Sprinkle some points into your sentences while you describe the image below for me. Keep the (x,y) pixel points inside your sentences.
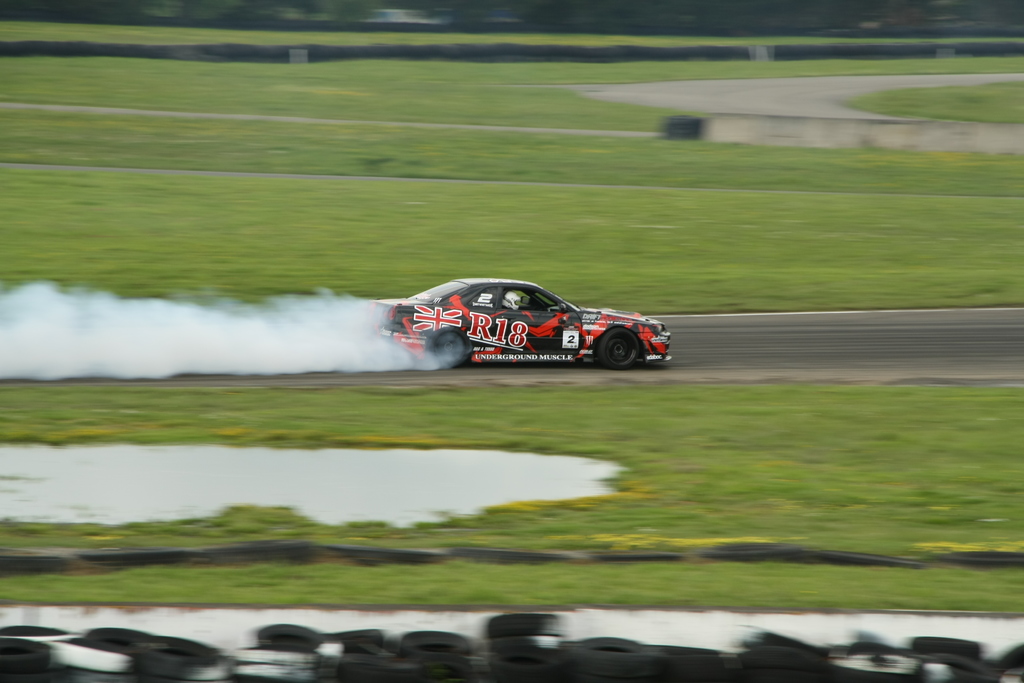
In the picture we can see a grass surface (167,419) on it, we can see a road (591,363) with a sports car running with a smoke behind it and on the car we can see a name R 18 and near to the grass (766,588) we can see a path (266,625) with some tires (108,642).
